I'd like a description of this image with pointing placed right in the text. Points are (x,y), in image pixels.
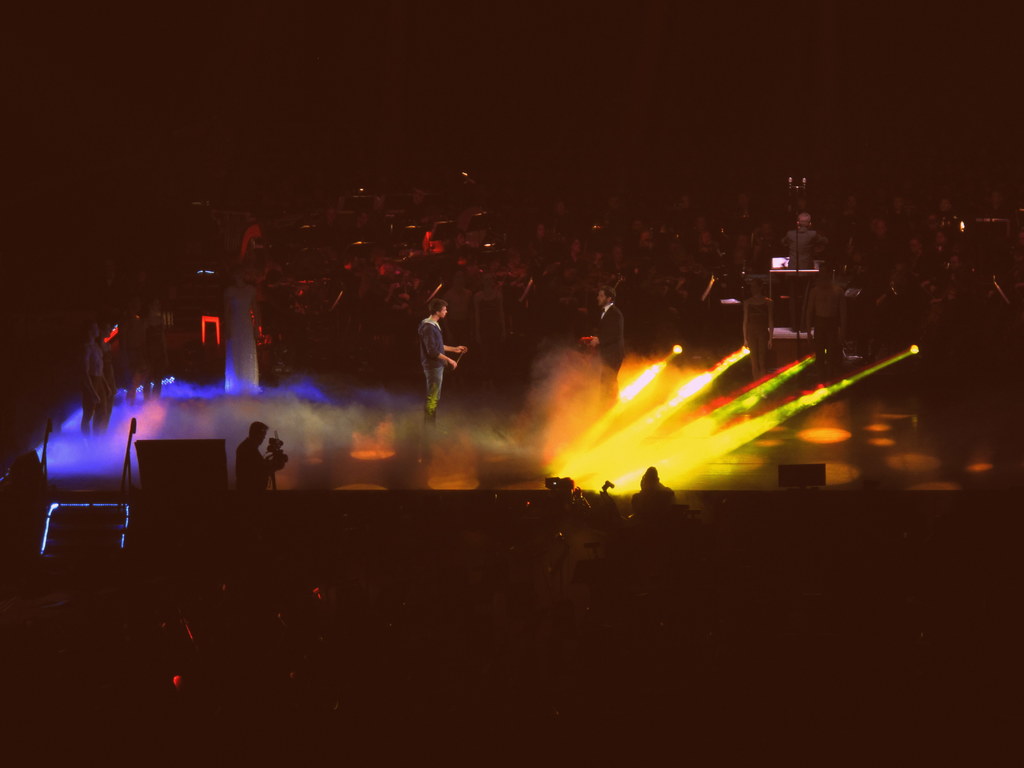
In the picture we can see a two men (428,412) are standing on the stage (988,449) in the dark and some DJ lights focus on them and near to them, we can see one person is holding the camera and standing and near to them we can see many people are sitting in the dark.
